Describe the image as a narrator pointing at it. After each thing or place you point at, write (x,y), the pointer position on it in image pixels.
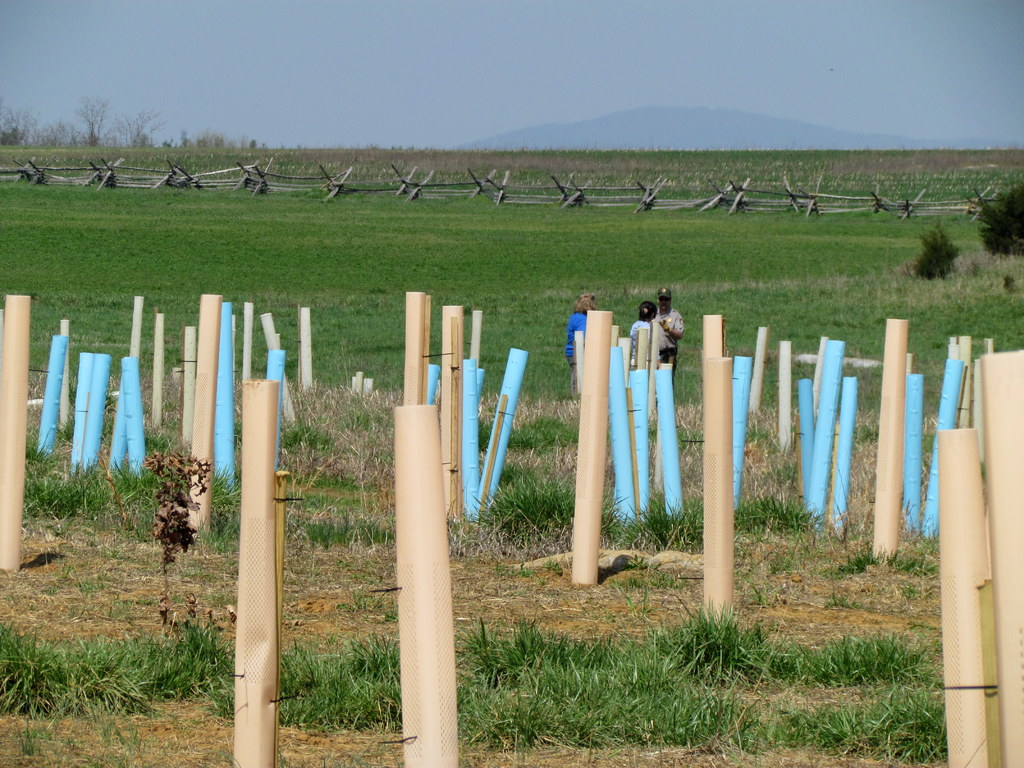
We can see cream and blue color poles (581,348) and we can see grass (535,309). There are people (584,311) standing. Background we can see trees (10,138), hill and sky (738,21).
